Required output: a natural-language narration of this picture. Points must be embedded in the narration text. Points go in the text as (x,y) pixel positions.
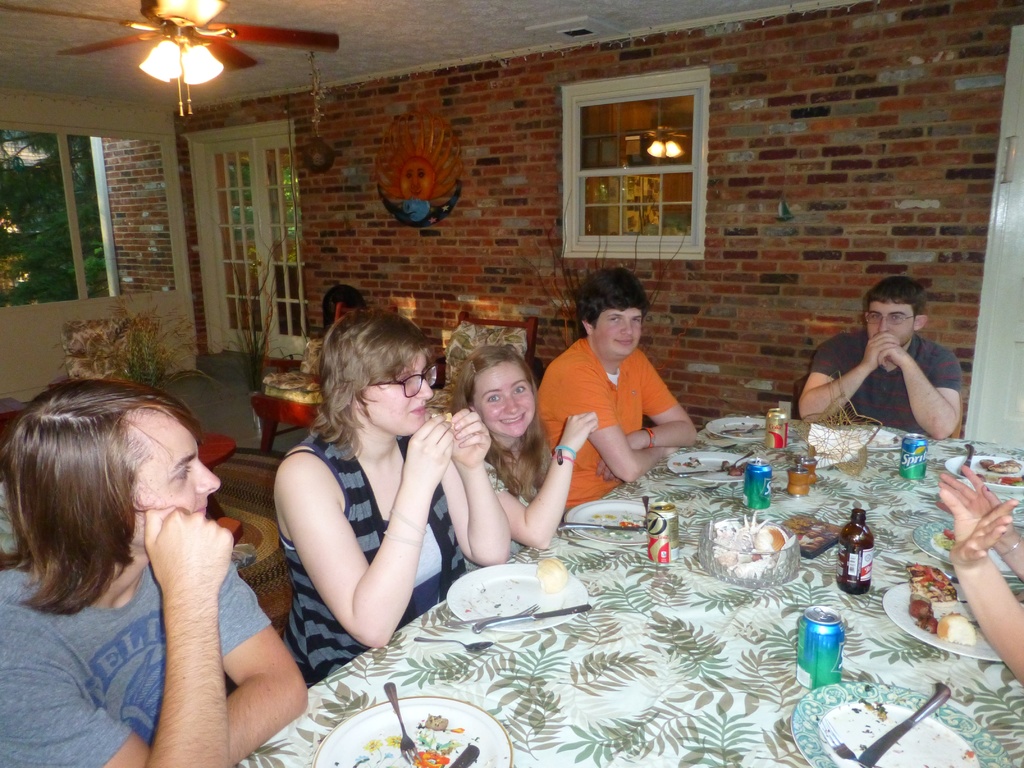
There is a group of people (359,438). They are sitting on a chairs (297,406). The middle of the persons (528,531) are smiling and she is not wearing a spectacle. There is a table (764,643). There is a bottle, tin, plate (737,459), food item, fork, spoon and tissues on a table (660,590). There is another table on the left side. We can see in the background (177,245) wall (820,165), window (614,210), lights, door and tree (61,262).
